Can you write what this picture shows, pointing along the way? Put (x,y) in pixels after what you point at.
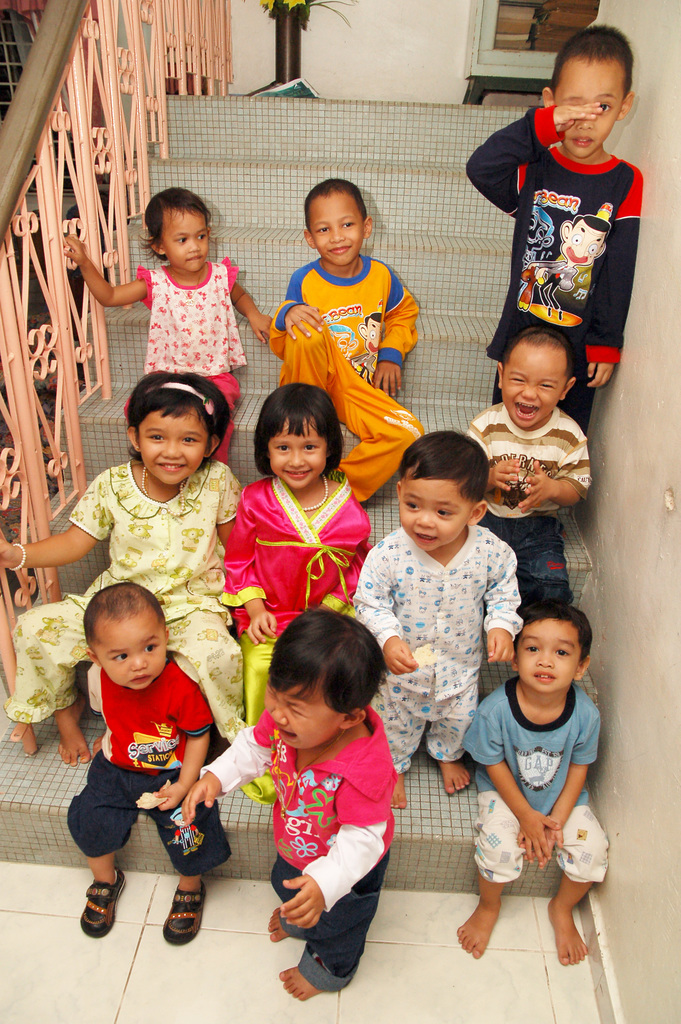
Here I can see few children (357,319) sitting on the stairs (127,455), smiling and giving pose for the picture and also few children (563,266) are standing. At the bottom (317,776) one child (316,799) is standing facing towards the left side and crying. On the right side (623,526) there is a wall (608,476) and on the left side (13,411) there is a handrail (13,430). In the background (285,34) there is a flower vase (283,76) and a small table (479,81) placed on the floor (433,94). At the top (521,19) there is a window (511,28).
